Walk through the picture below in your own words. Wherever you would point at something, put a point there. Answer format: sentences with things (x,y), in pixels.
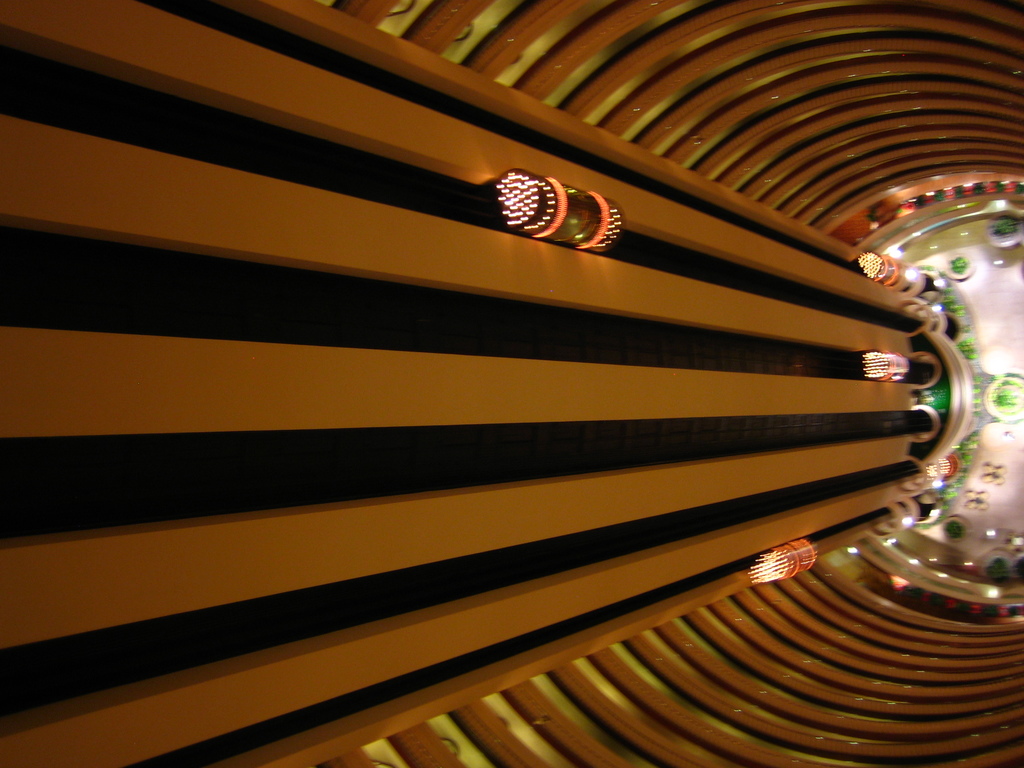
In the image there is a building (362,426) with elevators (561,230) going up and down and above there are lights (776,558).
